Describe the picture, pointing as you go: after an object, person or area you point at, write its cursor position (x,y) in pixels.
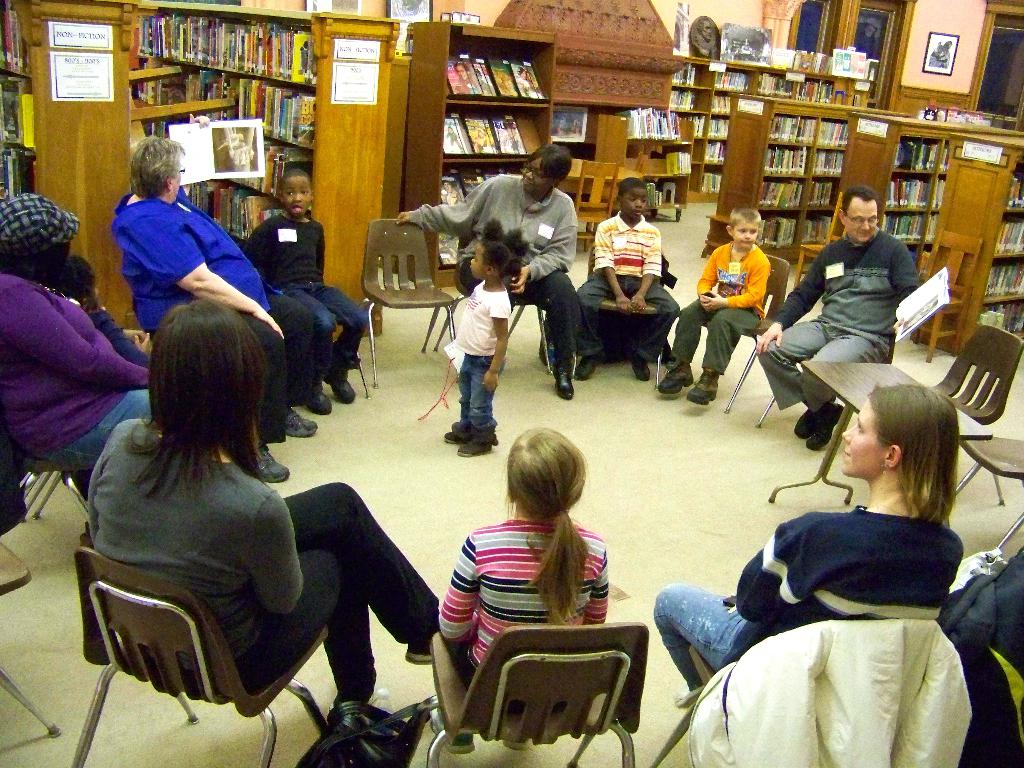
In this picture there are group of people (295,247) who are sitting on the chair (454,324). There is a little girl (480,360) wearing a pink top (480,338) is standing. There are plenty of books (250,63) which are arranged in the shelf (259,78). There is a frame (942,47) on the wall (921,34). There is an idol (698,44) on the shelf (754,69).
